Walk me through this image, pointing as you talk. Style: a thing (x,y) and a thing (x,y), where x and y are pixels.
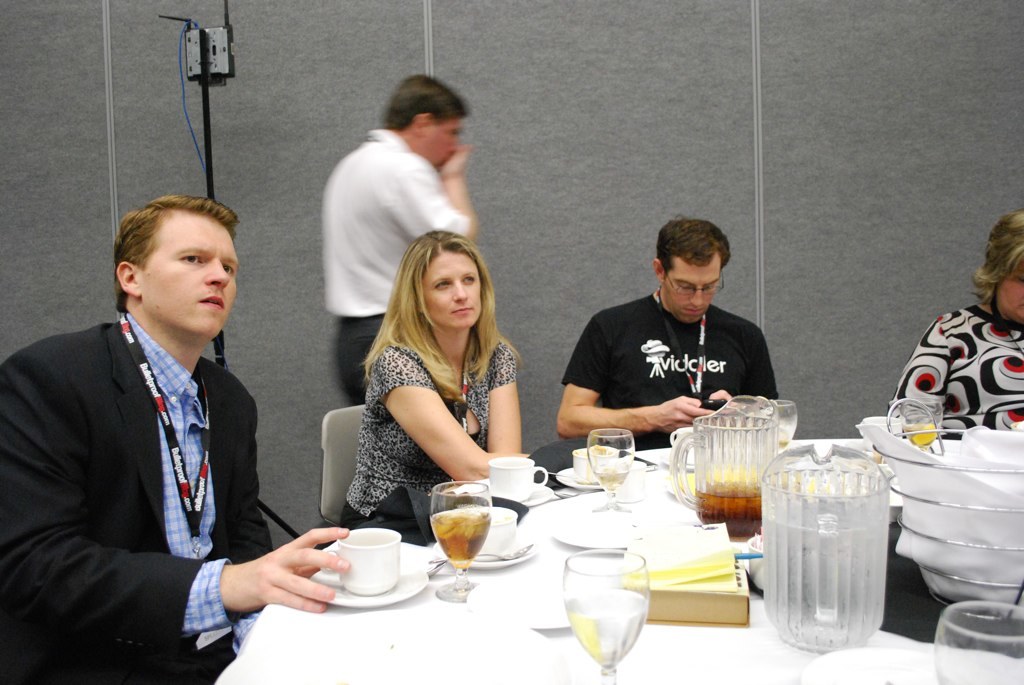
In the picture we can see some people (656,339) are sitting on the chairs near the table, on the table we can see a glasses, cup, saucers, tissues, jug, with water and iced tea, background (641,125) we can see a man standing and a wall (501,287).
